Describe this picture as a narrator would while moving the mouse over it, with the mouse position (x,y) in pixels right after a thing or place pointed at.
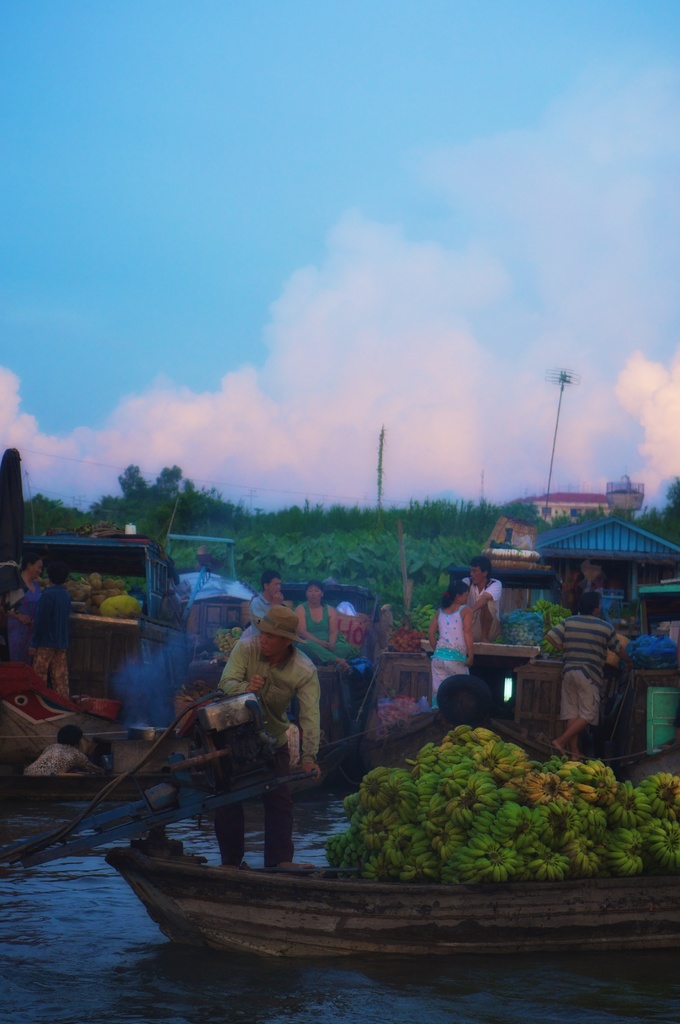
In this image I can see few people (434,650) standing and few are holding something. I can see few boats (51,734) and fruits (494,835) inside. I can see sheds (639,581), water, poles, trees (344,555). The sky (431,301) is in white and blue color.
